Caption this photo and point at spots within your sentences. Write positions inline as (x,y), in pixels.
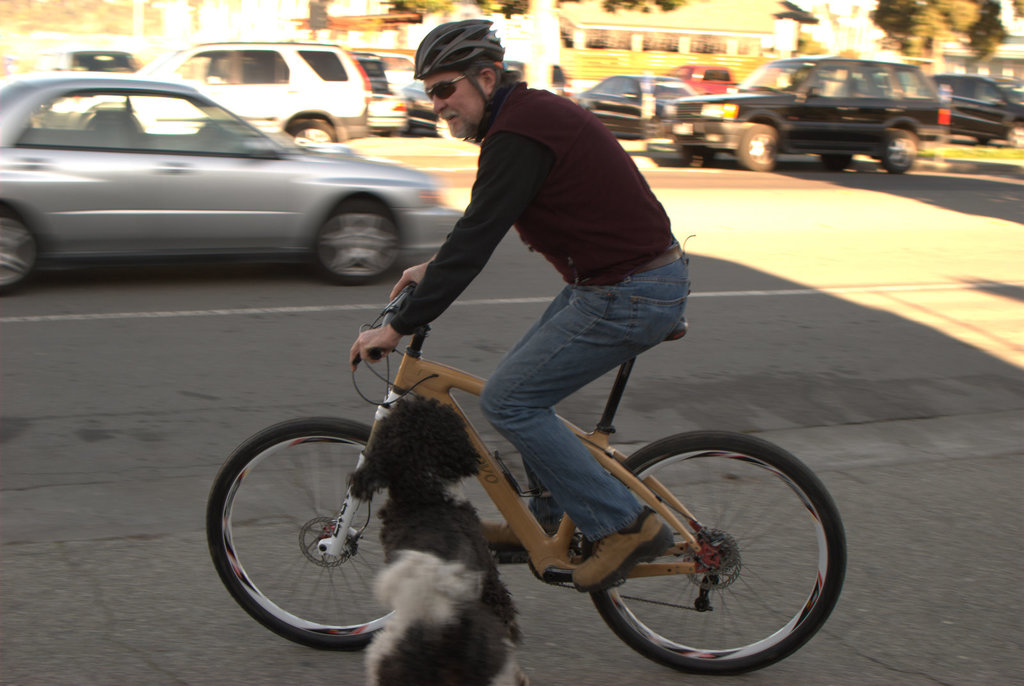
This is on road (255,387). A old man (440,302) riding a bicycle (453,406) wearing a helmet (444,52), in front of him there is a puppy (453,515) and back side of him there is a car (239,223) and over total background (326,82) there are many cars (740,89) trees (926,29) and building (746,24).
